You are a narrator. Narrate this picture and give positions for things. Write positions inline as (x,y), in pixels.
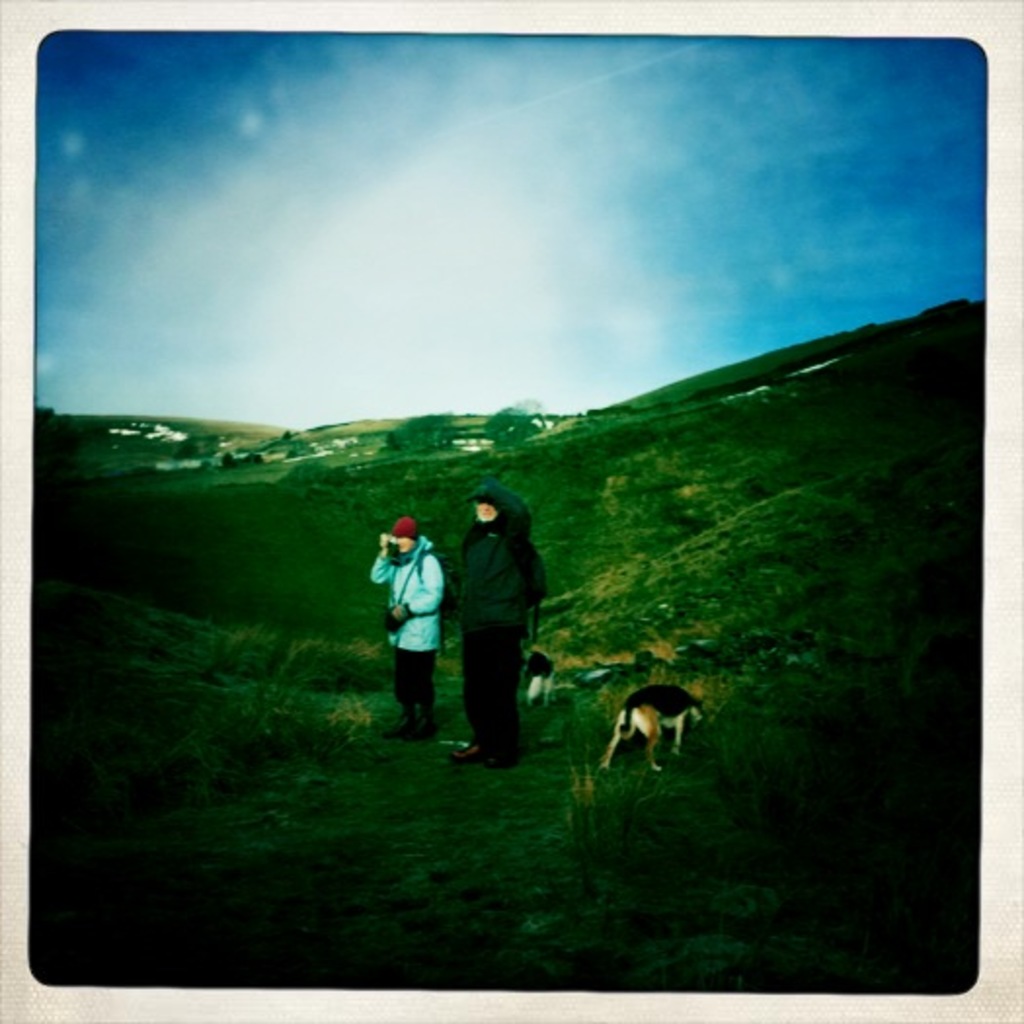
In this image we can see a photo (536,179). There are few hills (785,443) in the image. There is a grassy land (567,867) in the image. There is a dog (640,704) in the image. There are few people (480,561) in the image. There are few houses (471,449) in the image. We can see the sky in the image.
